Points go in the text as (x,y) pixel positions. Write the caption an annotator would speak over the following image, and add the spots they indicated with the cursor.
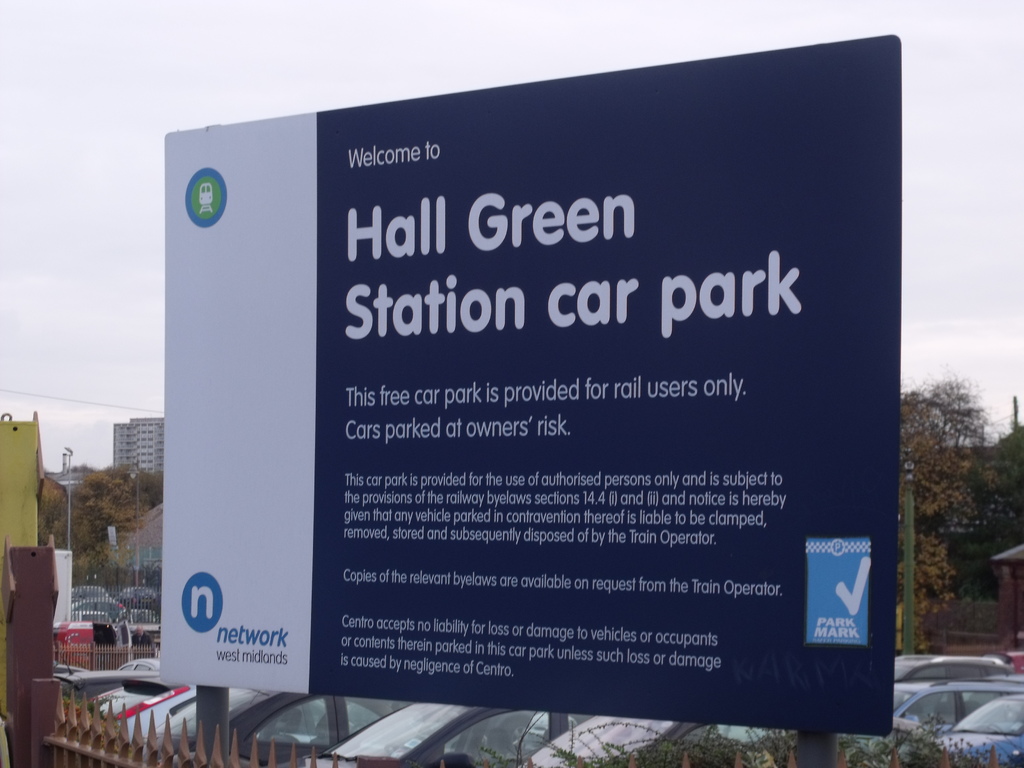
In this picture there is white and blue color advertising board (293,686). Behind there are some cars (180,693) are parked. In the background (917,459) there are some trees (962,447).
